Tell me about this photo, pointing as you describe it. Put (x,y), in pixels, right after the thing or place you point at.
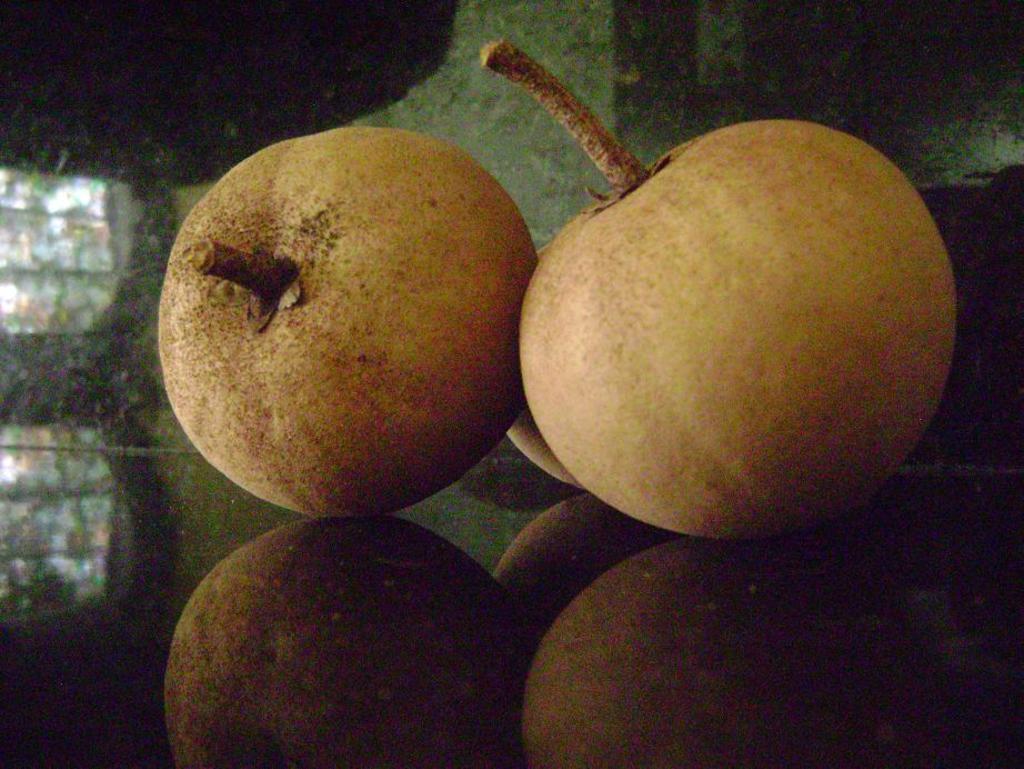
In the image we can see three fruits (405,303) kept on the surface (722,656) and we can see reflection (548,652) of the fruits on the surface (335,638).
